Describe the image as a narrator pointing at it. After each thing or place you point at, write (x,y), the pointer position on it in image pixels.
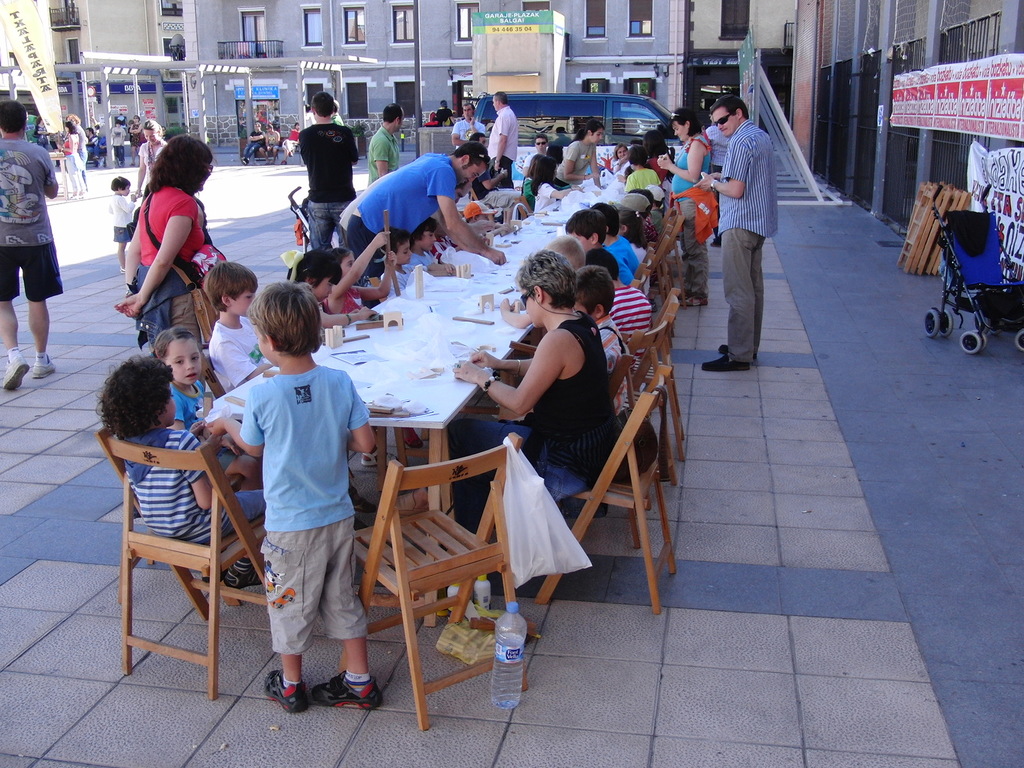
In the image we can see there are people (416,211) who are sitting on chairs (128,459) and few people (319,151) are standing on the road (53,202) and behind there are buildings (466,49).
